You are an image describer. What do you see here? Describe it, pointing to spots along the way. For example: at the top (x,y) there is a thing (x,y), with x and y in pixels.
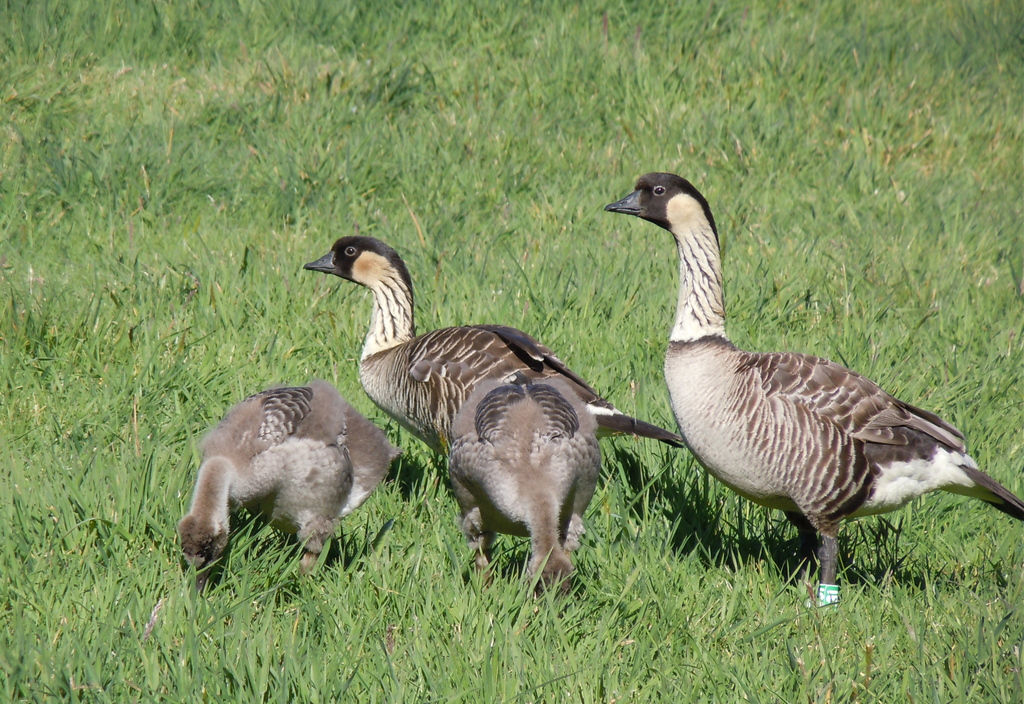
In this picture we can see few birds (518,382) on the grass (198,356).
